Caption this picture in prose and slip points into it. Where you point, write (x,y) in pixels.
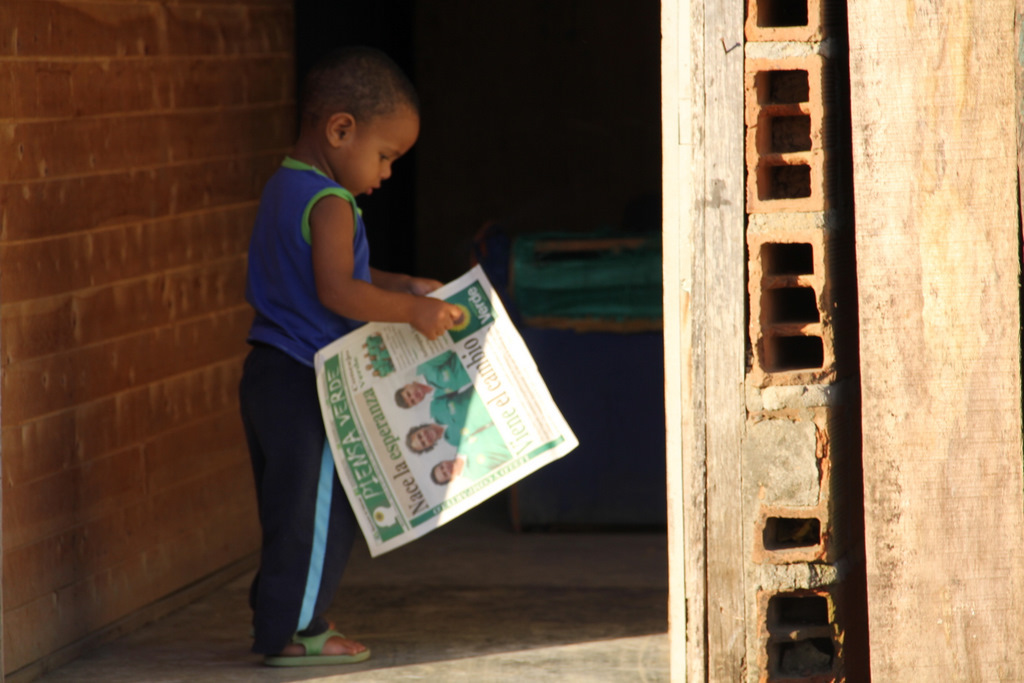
In the image here is a boy (320,506) standing and holding a newspaper (354,380) in his hands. Behind him there is a wall (153,402). And on the right side of the image (848,264) there is a wall (728,516). And there is an object (562,322) in the background (537,360).
